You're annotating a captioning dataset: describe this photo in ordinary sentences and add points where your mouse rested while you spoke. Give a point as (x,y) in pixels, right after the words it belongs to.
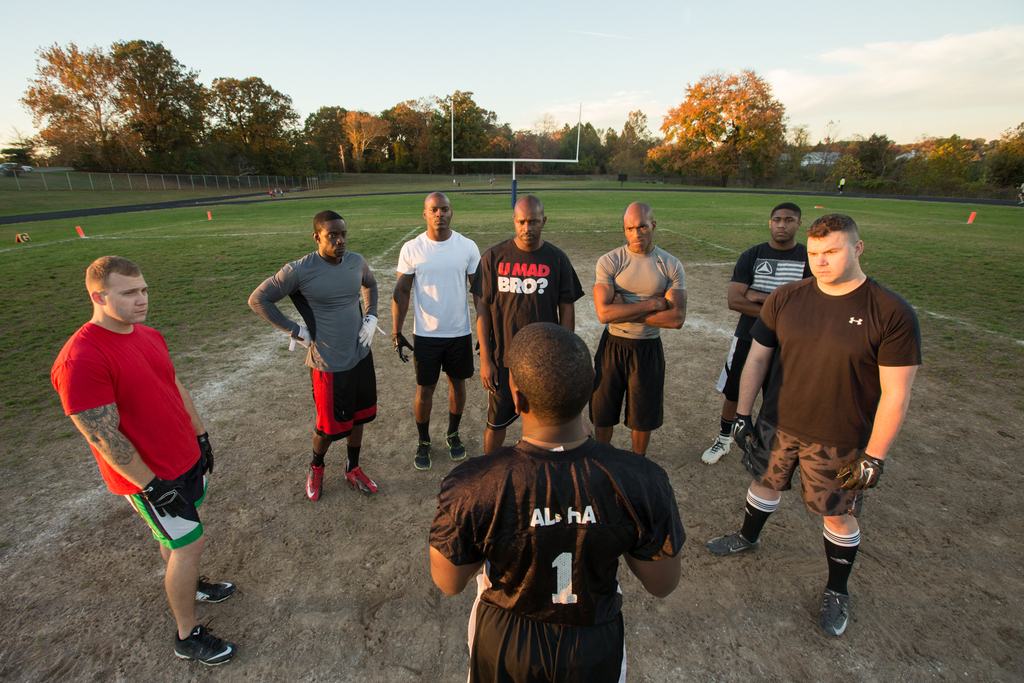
In this picture we can see some people (667,535) standing here, some of them wore gloves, on the left side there is a fencing (73,189), we can see grass (163,251) here, in the background (802,138) there are some trees (167,109), we can see sky (738,71) at the top of the picture (738,57), they wore t-shirts (785,349), shorts (788,462) and shoes (314,482).
